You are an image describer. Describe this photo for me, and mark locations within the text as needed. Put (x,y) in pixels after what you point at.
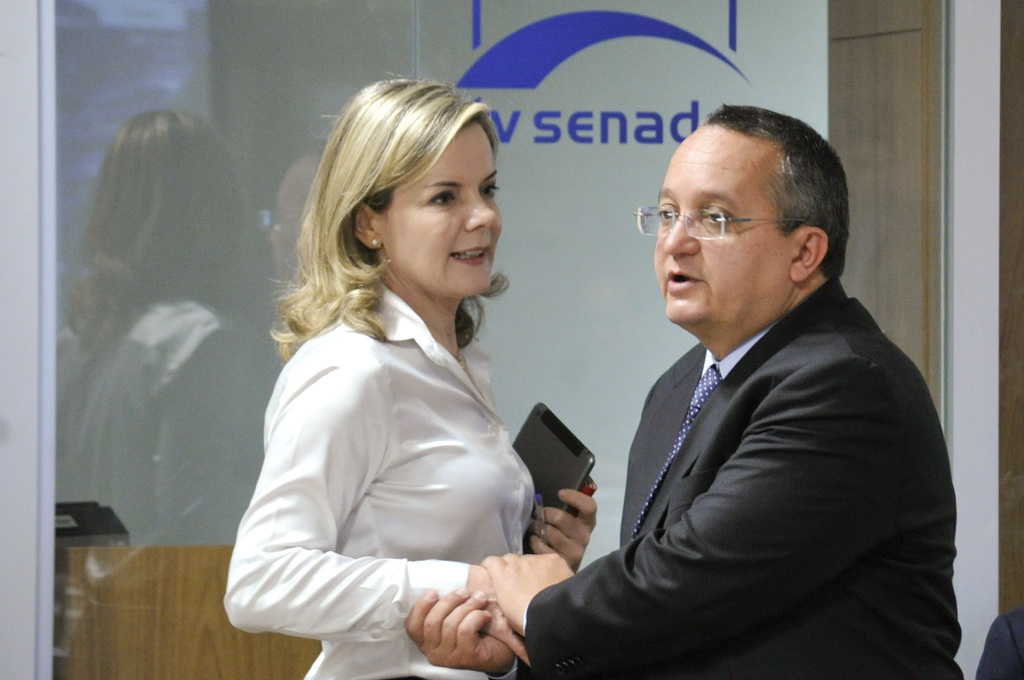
In this picture there are two persons (530,627) standing and talking. There is a woman (417,248) with white shirt (380,424) is holding the device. At the back (572,20) there is a text (671,141) and logo (617,21) on the mirror (606,444) and there is a device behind the mirror (249,423).
